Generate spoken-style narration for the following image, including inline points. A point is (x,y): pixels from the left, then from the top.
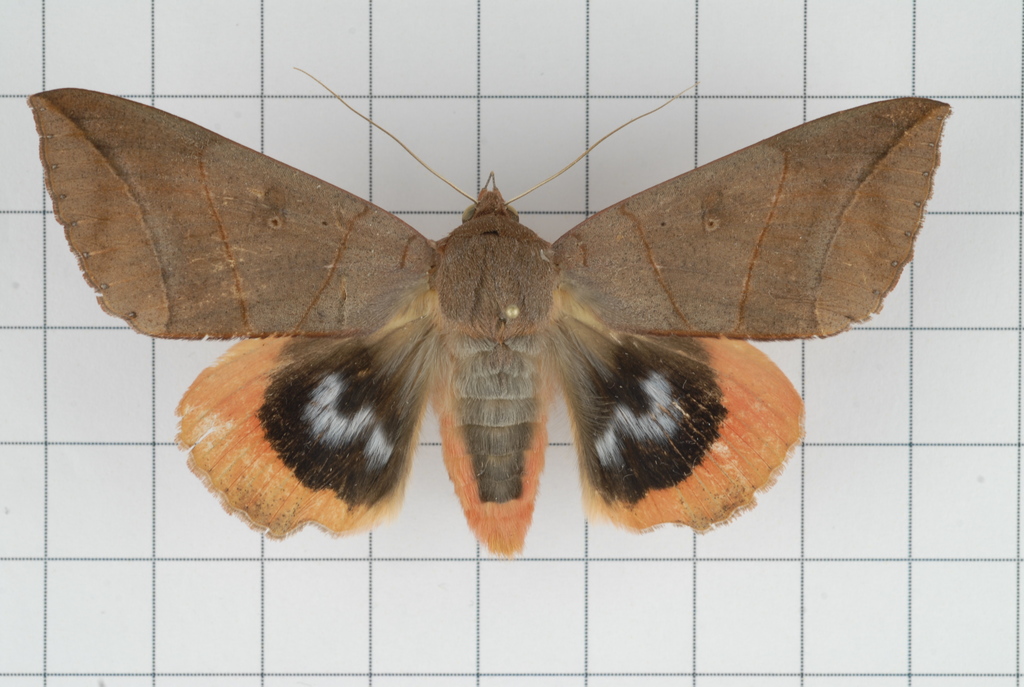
It looks like a picture of moth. And there is grid paper (99,59) in the background (786,677).
